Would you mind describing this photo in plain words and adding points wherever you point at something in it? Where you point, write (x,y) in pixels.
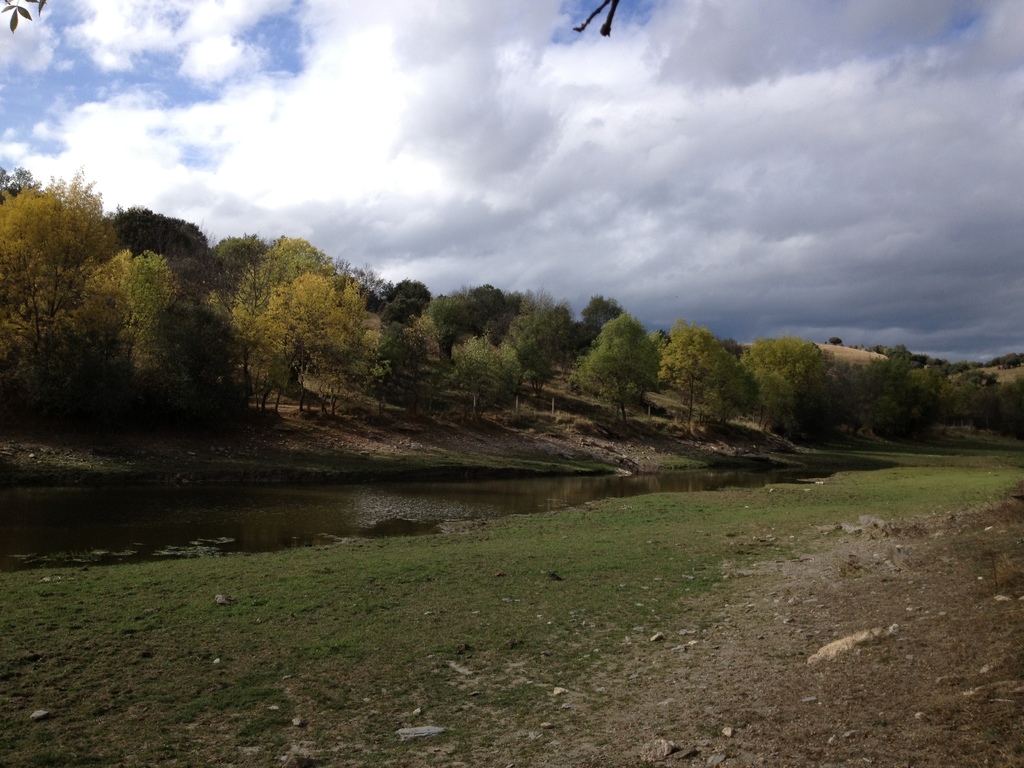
In this image there is grass (515,515), water (660,475), trees (2,266), and in the background (587,280) there is sky (565,118).
